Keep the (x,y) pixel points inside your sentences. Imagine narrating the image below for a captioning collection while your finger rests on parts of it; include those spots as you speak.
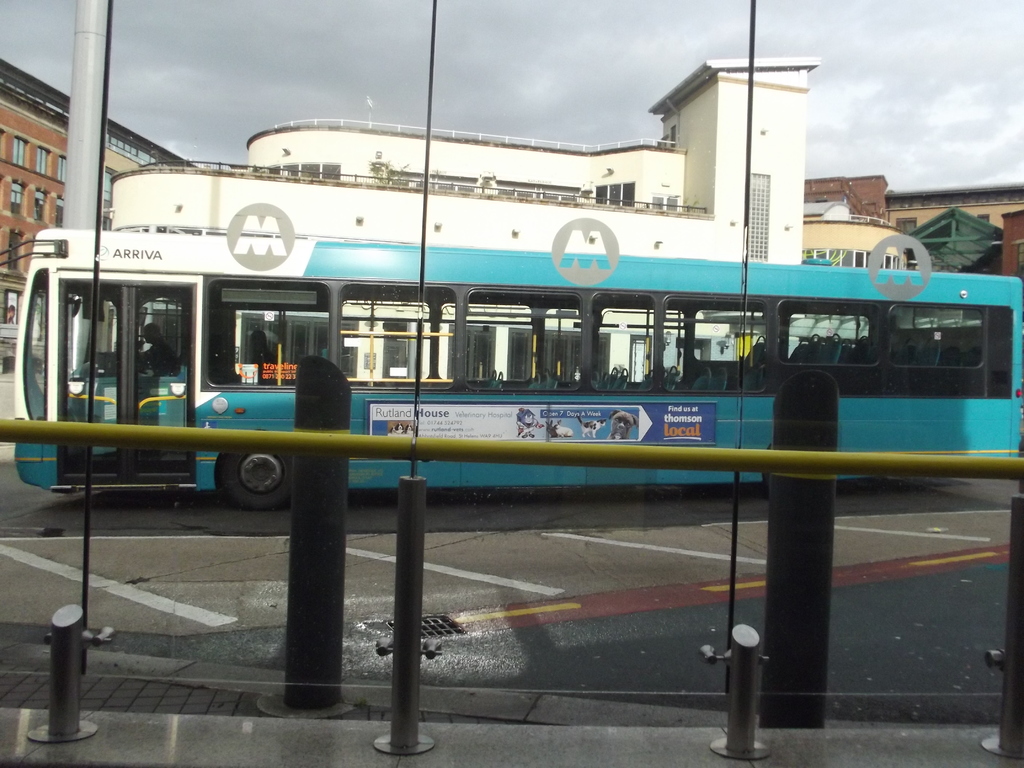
In this image, we can see few people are riding a bus (906,350) on the road (670,515). At the bottom (1,736), we can see few rods (73,699), walkway (820,758). Background we can see buildings (410,148), walls (478,171), railings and windows (127,148). Top of the image (219,35), there is a sky (553,77). On the left side of the image (97,147), we can see pillar (88,131).
